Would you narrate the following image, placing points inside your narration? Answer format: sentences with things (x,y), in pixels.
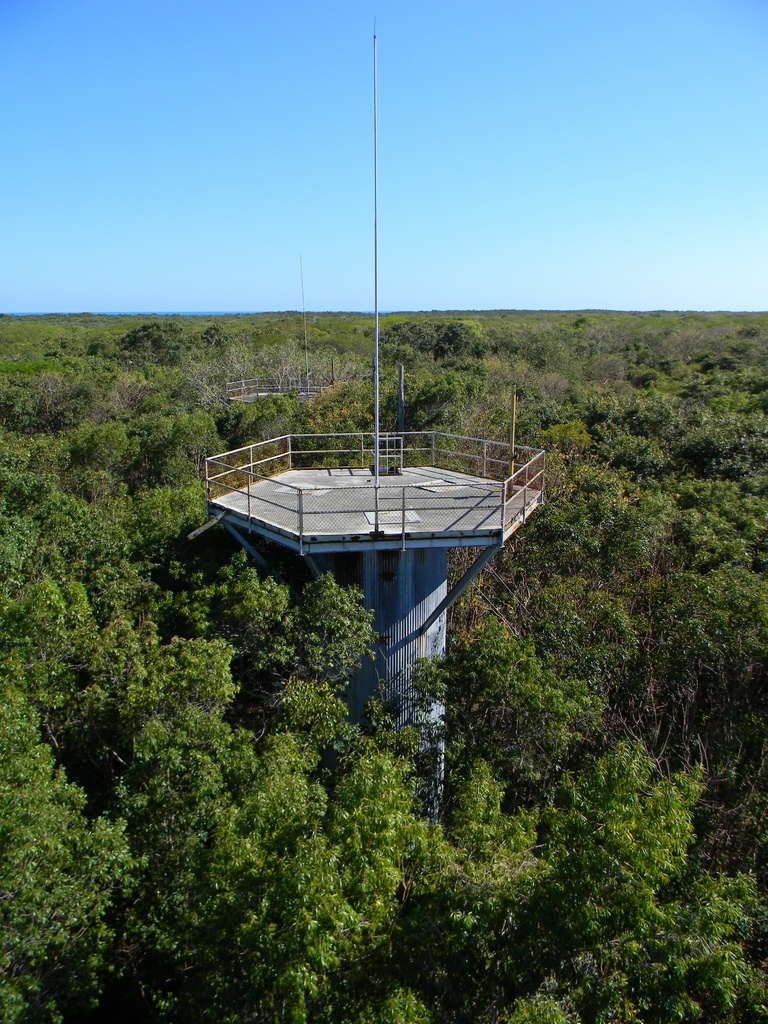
this picture is taken from the outside of the city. In this image, in the middle (371,540), we can see a pillar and a pole (378,270). In the background (399,320), we can see some trees (621,403) and plants (383,425). At the top (245,14), we can see a sky (316,25) which is in blue color.
